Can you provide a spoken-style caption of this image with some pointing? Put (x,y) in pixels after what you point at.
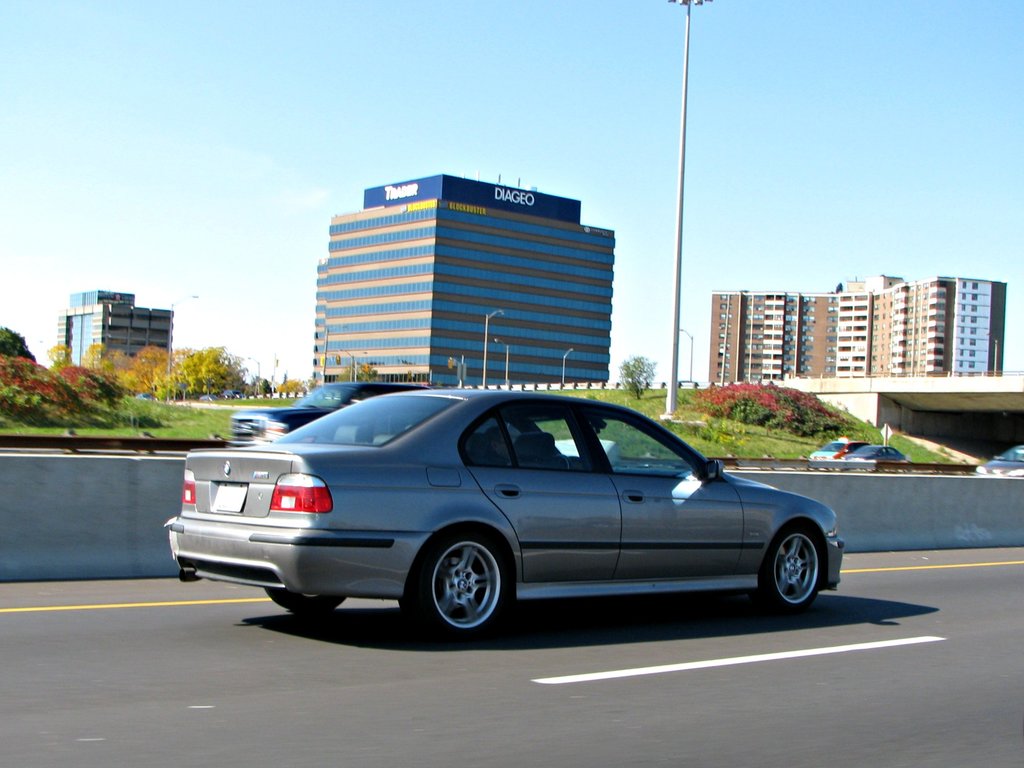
In this image we can see few cars (517,477) on the road (691,729), there is a wall (109,482) with a rod (79,443) and in the background (676,425) there are few plants (699,408), trees (211,387), street lights (484,350), a bridge (816,386), few buildings (353,304) and the sky (420,118).
